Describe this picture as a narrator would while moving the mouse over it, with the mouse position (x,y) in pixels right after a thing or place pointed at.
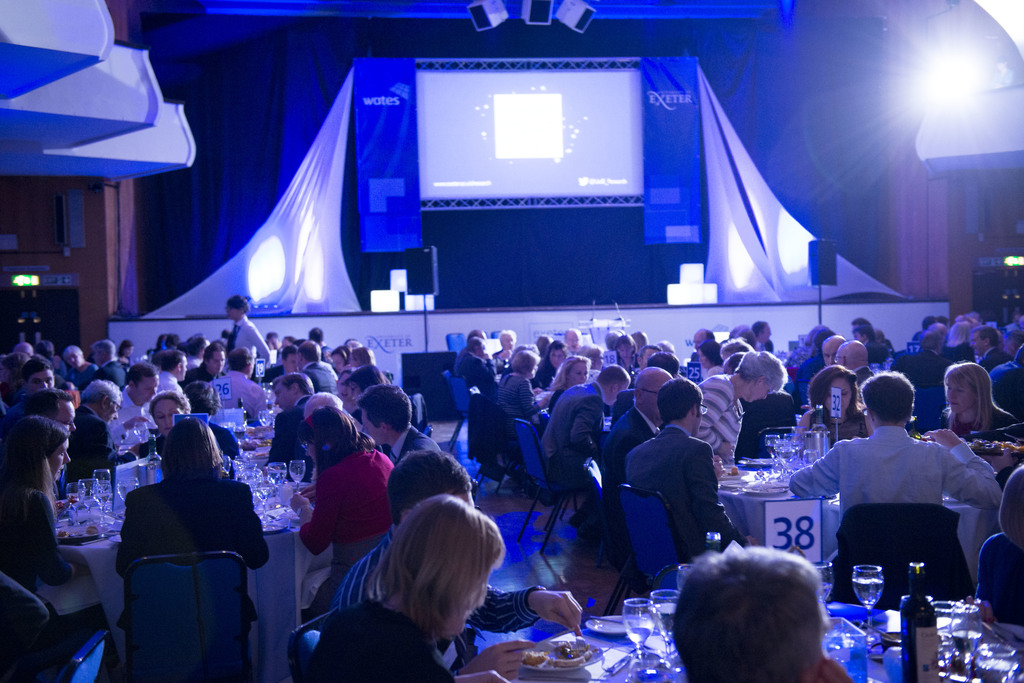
In the center of the image (579,347) we can see a group of people (571,377) are sitting around the table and two persons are standing and they are in different costumes (497,614). On the tables (525,643), we can see tablecloths (594,653), glasses (654,610), bottles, plates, some food items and a few other objects (808,521). In the background (251,192) there is a wall (261,333), screen (532,195), curtains (544,247), banners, sign boards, square shape objects (708,288) and a few other objects (67,91).
